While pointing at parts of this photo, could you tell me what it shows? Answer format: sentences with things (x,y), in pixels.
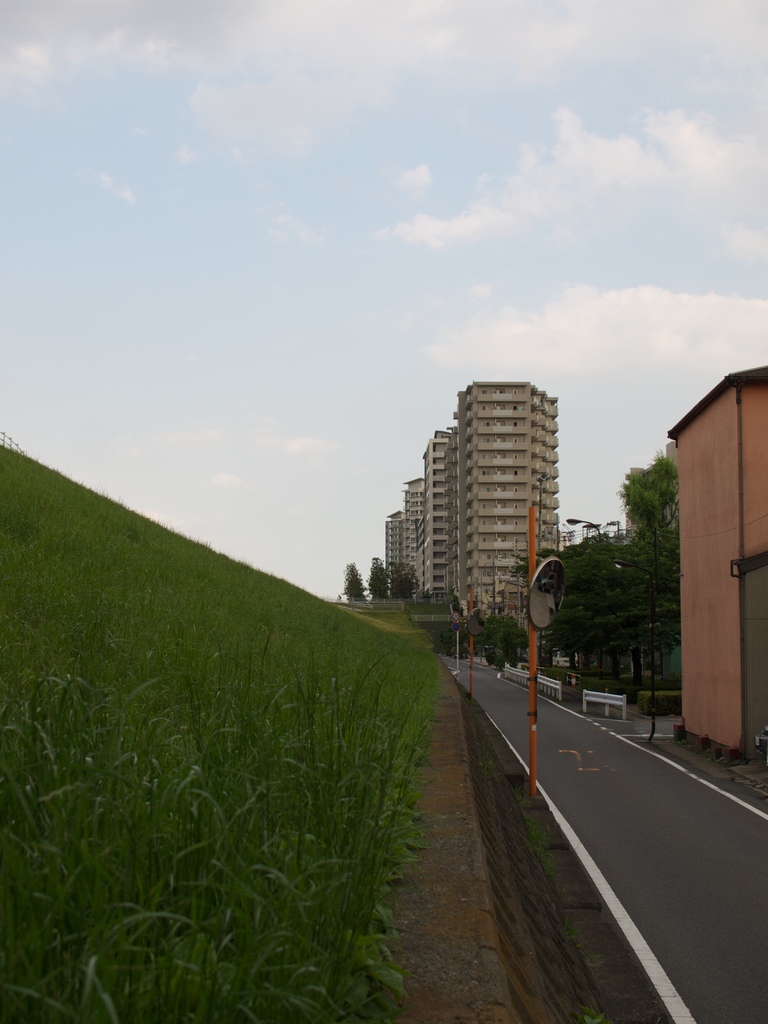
In this image I can see grass (131,668), number of poles (531,549) with mirrors (547,576). I can also see few buildings (684,598), trees (610,588) and street lights (590,523). In the background (388,386) I can see cloudy sky (413,247).
